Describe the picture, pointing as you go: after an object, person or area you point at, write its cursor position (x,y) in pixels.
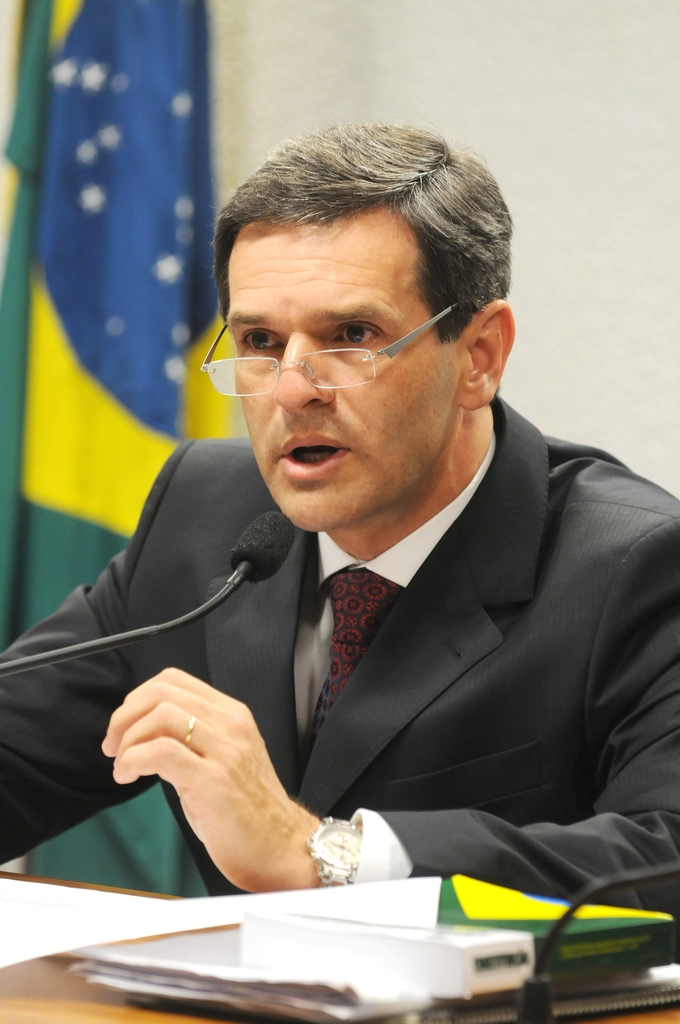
Here I can see a man (388,543) wearing a suit (536,729) and speaking on the microphone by looking at the left side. In front of this man (241,732) there is a table (94,996) on which I can see few papers (328,986) and books (438,962). In the background (152,203) there is a flag (102,233) and a wall (484,111).
